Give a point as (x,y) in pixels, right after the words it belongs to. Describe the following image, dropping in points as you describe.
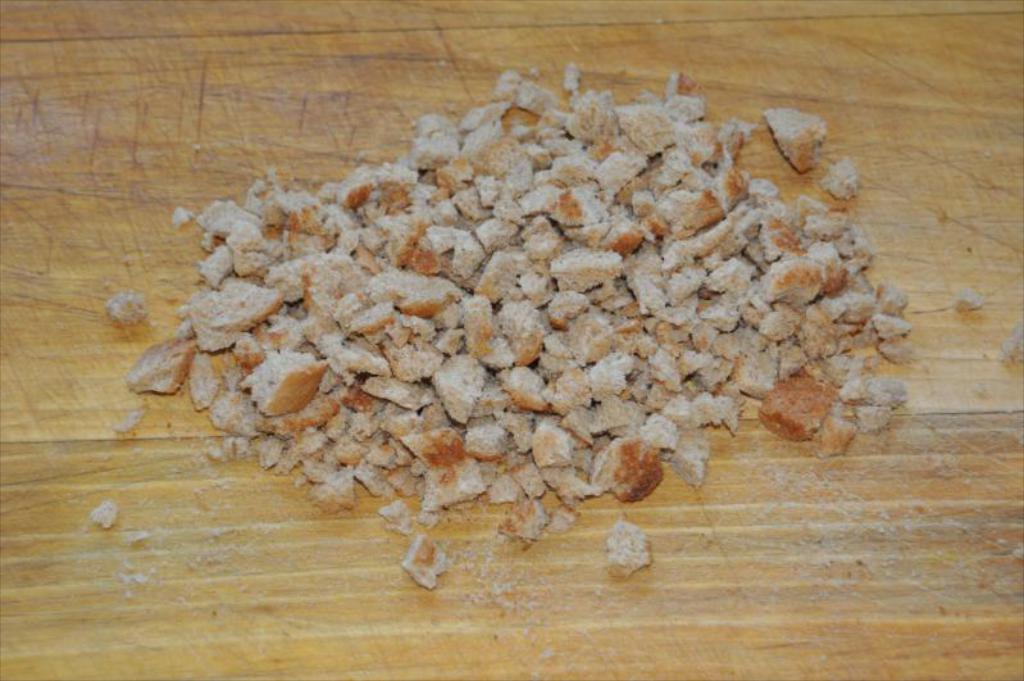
In the image we can see a wooden surface (822,625), on it there are small pieces of bread (425,352).
